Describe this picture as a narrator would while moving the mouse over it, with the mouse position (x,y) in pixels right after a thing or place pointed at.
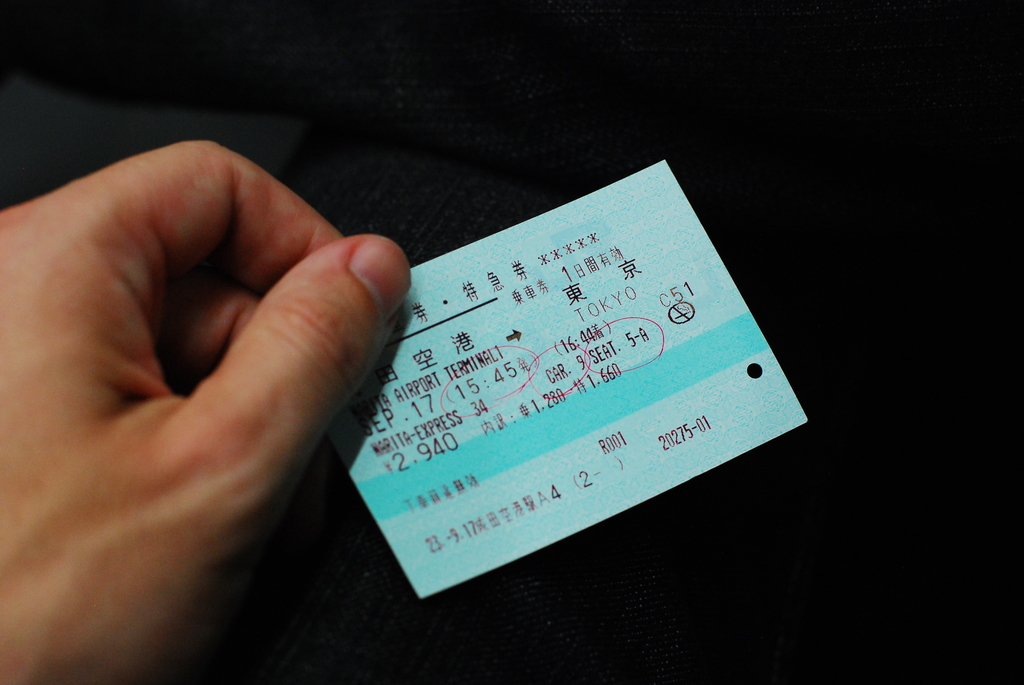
In this image we can see a person's hand (180,422) holding a slip (566,405), slip (566,405) has some text (588,388), in the background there is a cloth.
